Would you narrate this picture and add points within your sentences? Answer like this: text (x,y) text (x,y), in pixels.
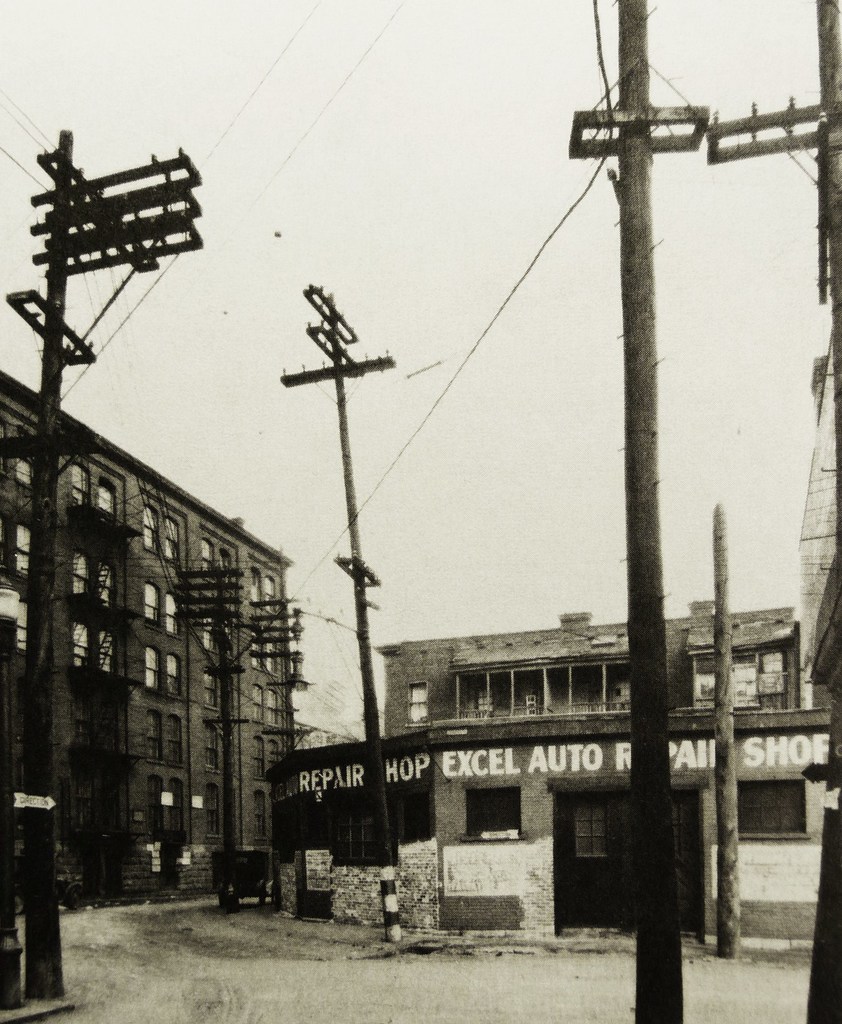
This is a black and white image in this image there are electrical poles (36,594), and there are buildings (702,641) in one of the building (503,771) there is a text (577,765).
